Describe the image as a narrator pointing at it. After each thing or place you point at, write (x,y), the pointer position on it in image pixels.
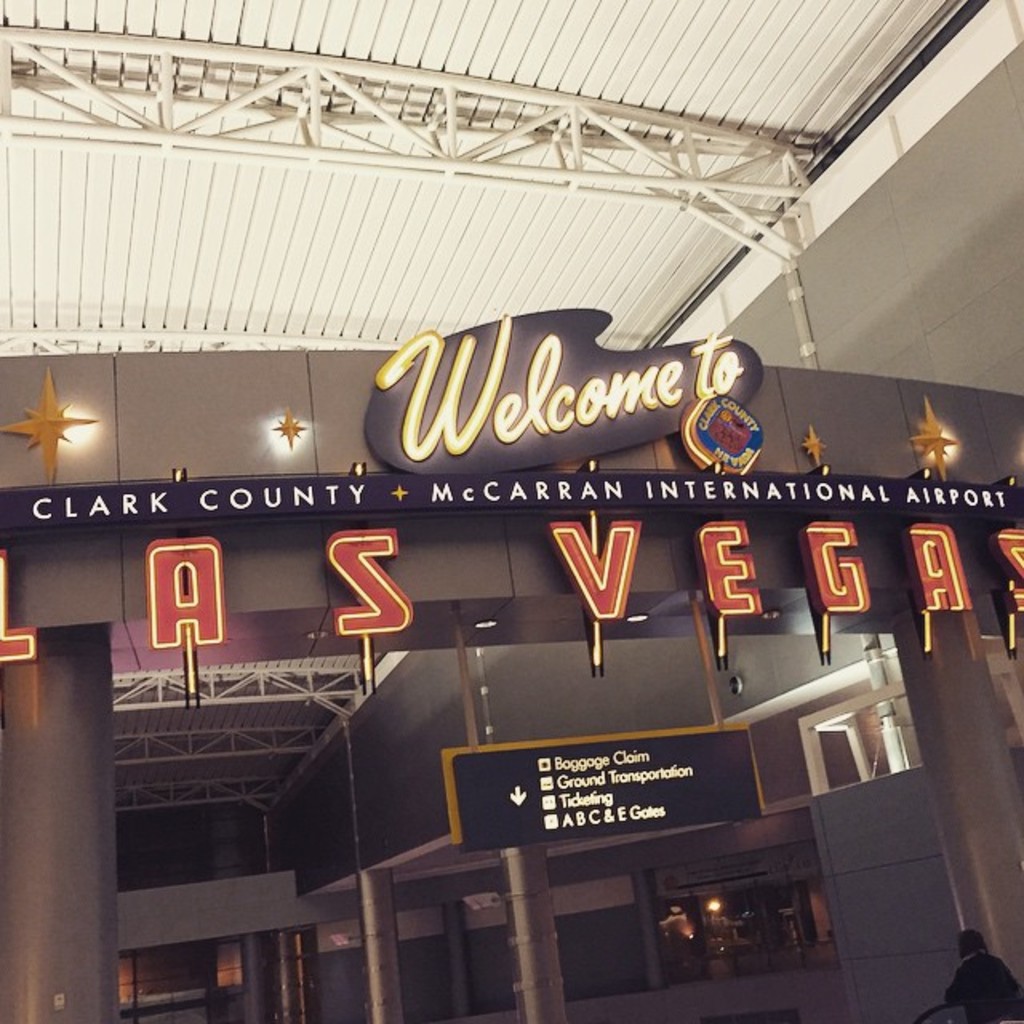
In this picture I can see there is a name board (598,437) and there is something written on it. There is a person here at right side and there are few pillars (536,963) and iron frames (107,101) on the ceiling (202,107) and there are few lights (192,647).
